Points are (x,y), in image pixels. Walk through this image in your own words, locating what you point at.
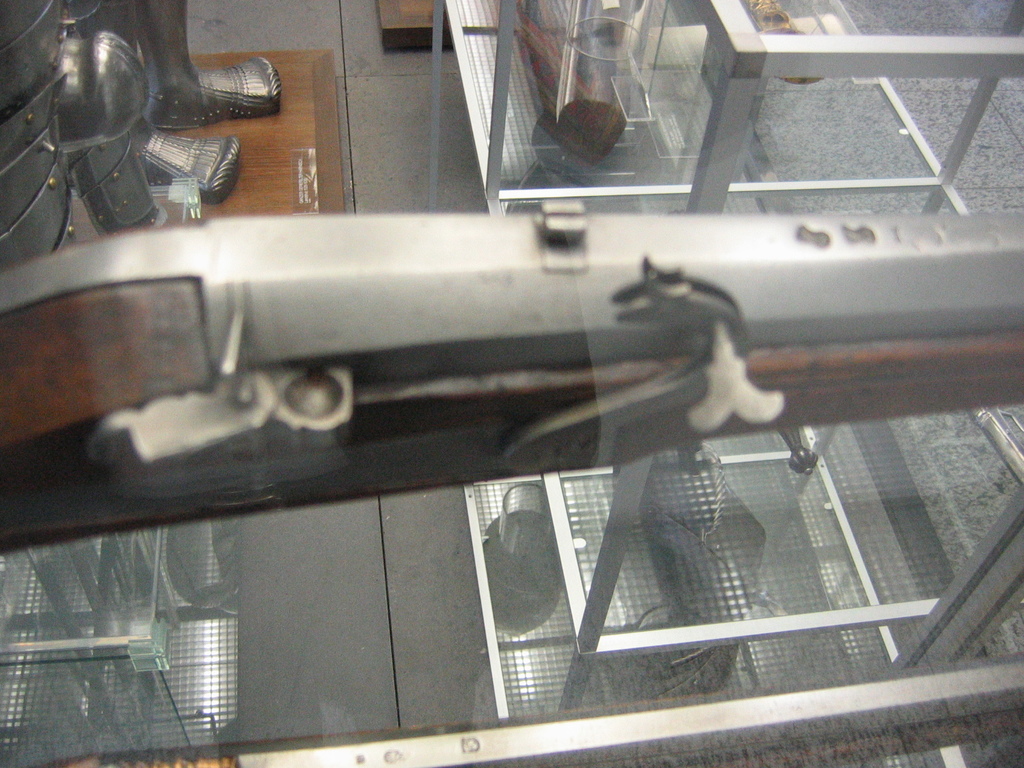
This image is a inside view. In this image we can see there are some metal objects (775,618) on the floor (859,153).
